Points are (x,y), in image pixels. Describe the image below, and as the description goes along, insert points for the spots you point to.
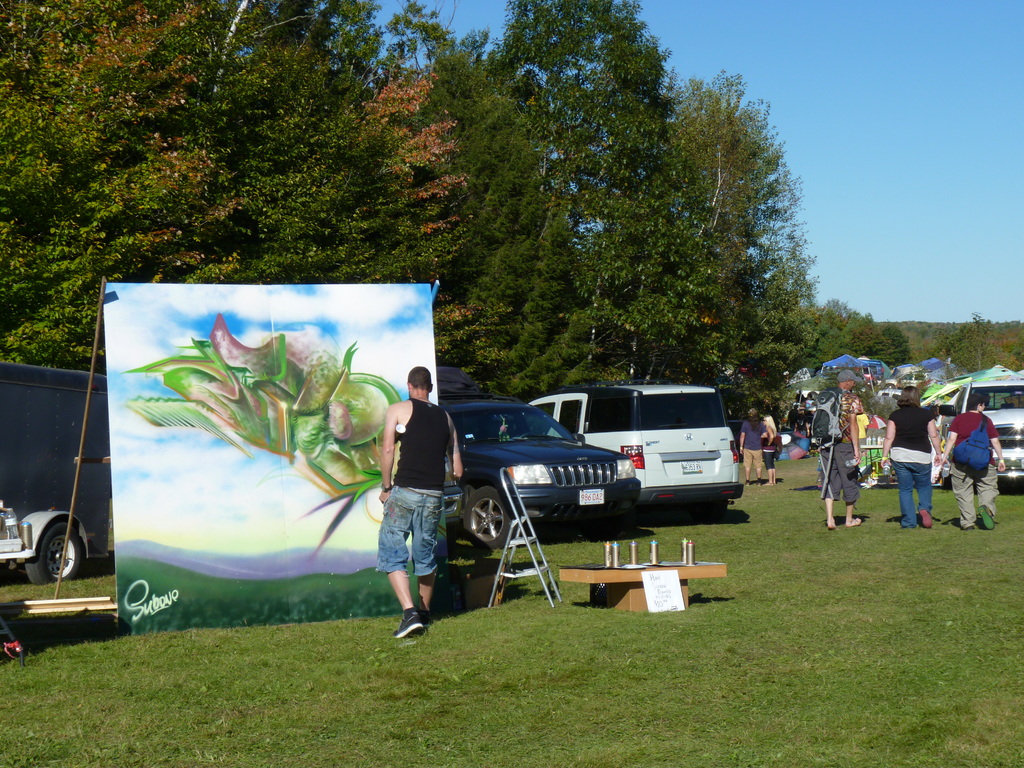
In this image, on the left side (327,306), we can see a man (419,386) standing in front of the painting (341,328). In the middle of the image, we can see a table (706,571) with some water bottles (616,559) and a board (661,593), ladder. On the right side (748,437), we can see a group of people (772,468), vehicle (1009,449), tent (989,370), trees (811,315). In the background (568,481), we can see some vehicles (715,474) which are placed on the grass (761,634), trees (786,194). At the top (884,75), we can see a sky (858,115), at the bottom (793,673), we can see a grass (709,659).
